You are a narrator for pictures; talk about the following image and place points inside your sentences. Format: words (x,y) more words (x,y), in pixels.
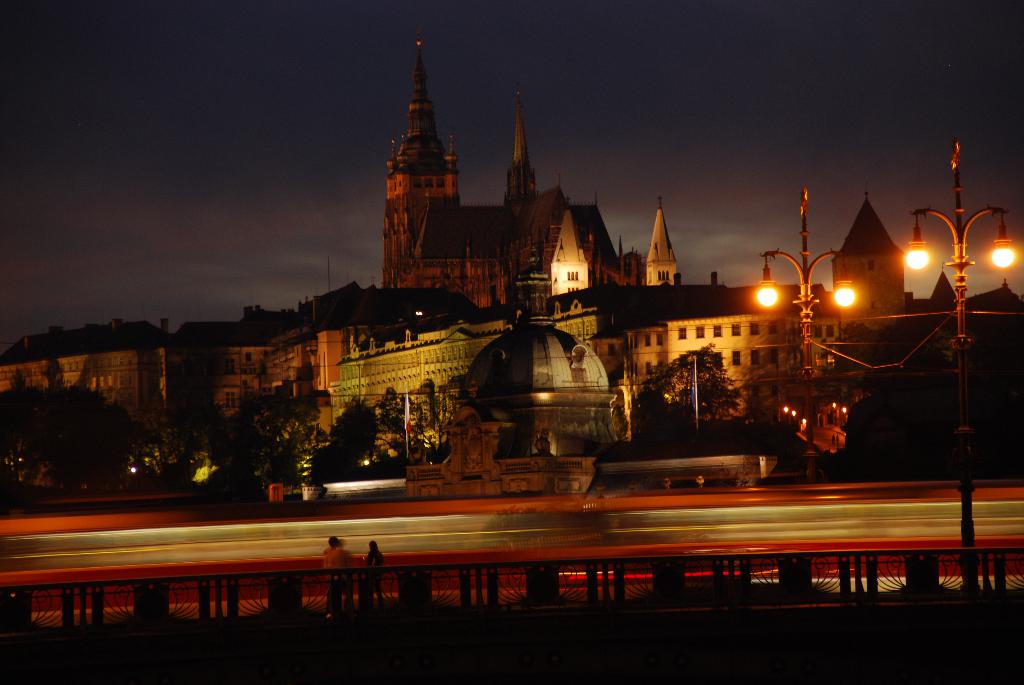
In this image I can see few persons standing and I can also see few light poles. In the background (683,231) I can see few buildings (392,197) and the sky (285,155) is in dark color.
